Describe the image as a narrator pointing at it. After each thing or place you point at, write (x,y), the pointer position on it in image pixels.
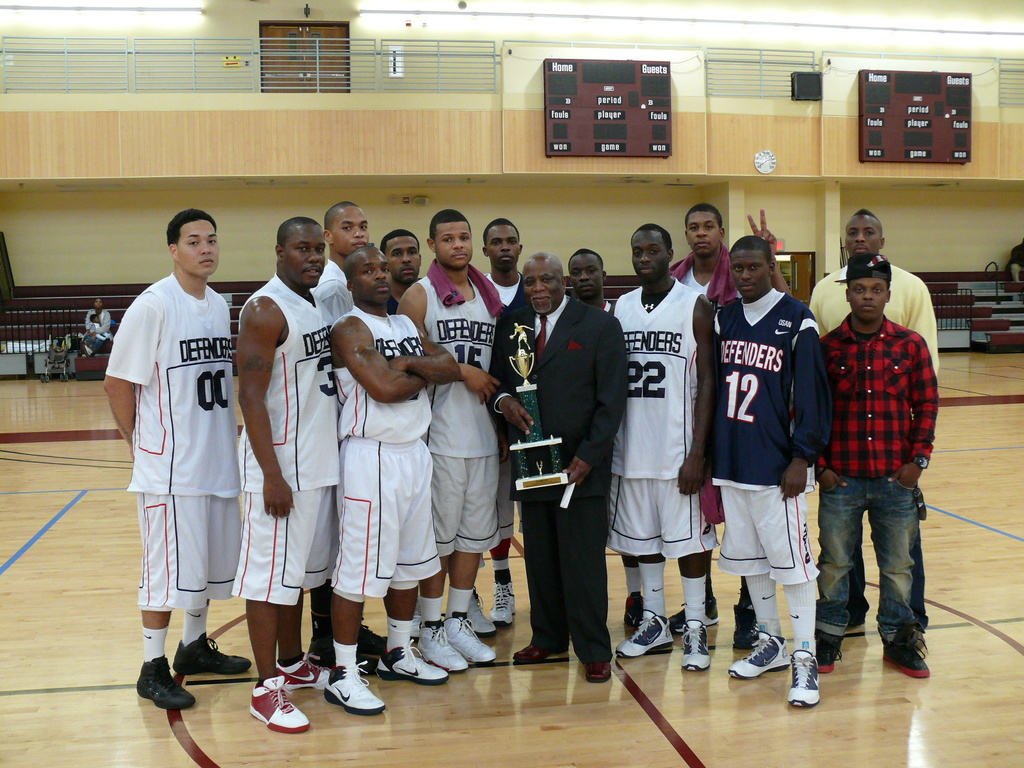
There is a person (557,309) holding a trophy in the foreground area of the image (493,330) and boys (574,263) standing in the center (400,321), there are people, boards (592,97), boundary (496,63), door (270,50) and light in the background (563,86).
